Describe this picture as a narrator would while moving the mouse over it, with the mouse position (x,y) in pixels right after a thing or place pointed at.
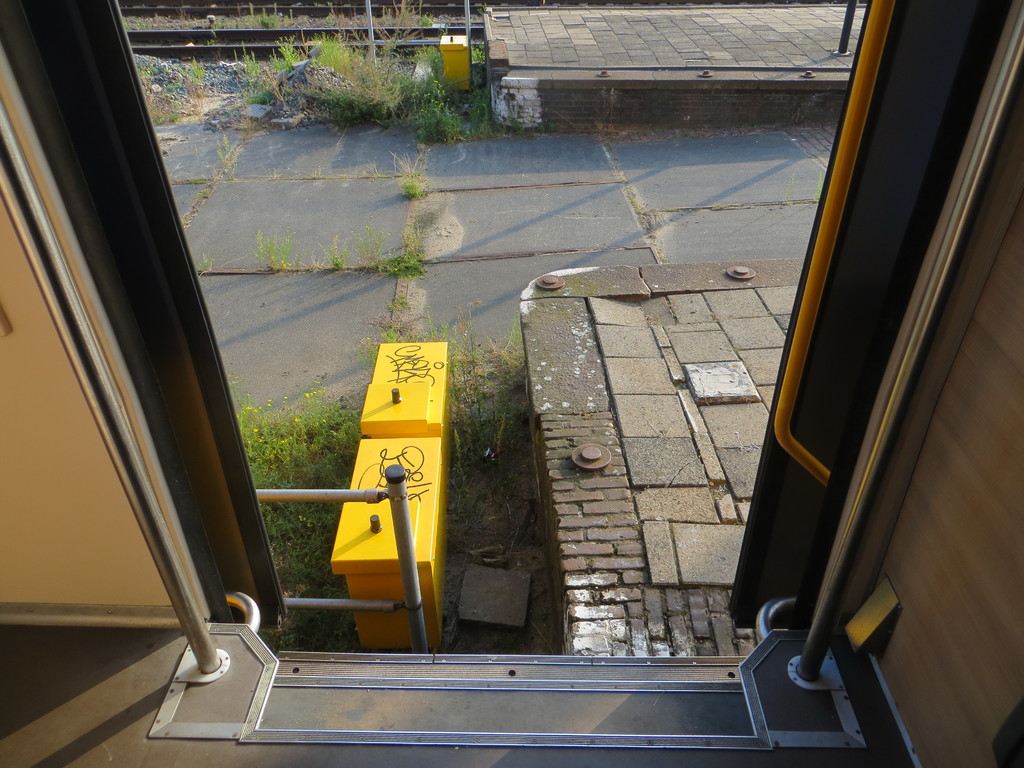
In this image I can see the vehicle (582,694) and this picture is taken from the vehicle (822,636). To the side of the vehicle (782,624) I can see the railing (380,606), plants (322,572) and yellow color boxes (369,552). In the background (454,56) I can see the one more yellow color box (447,67), plants (285,66) and the track (242,38).
